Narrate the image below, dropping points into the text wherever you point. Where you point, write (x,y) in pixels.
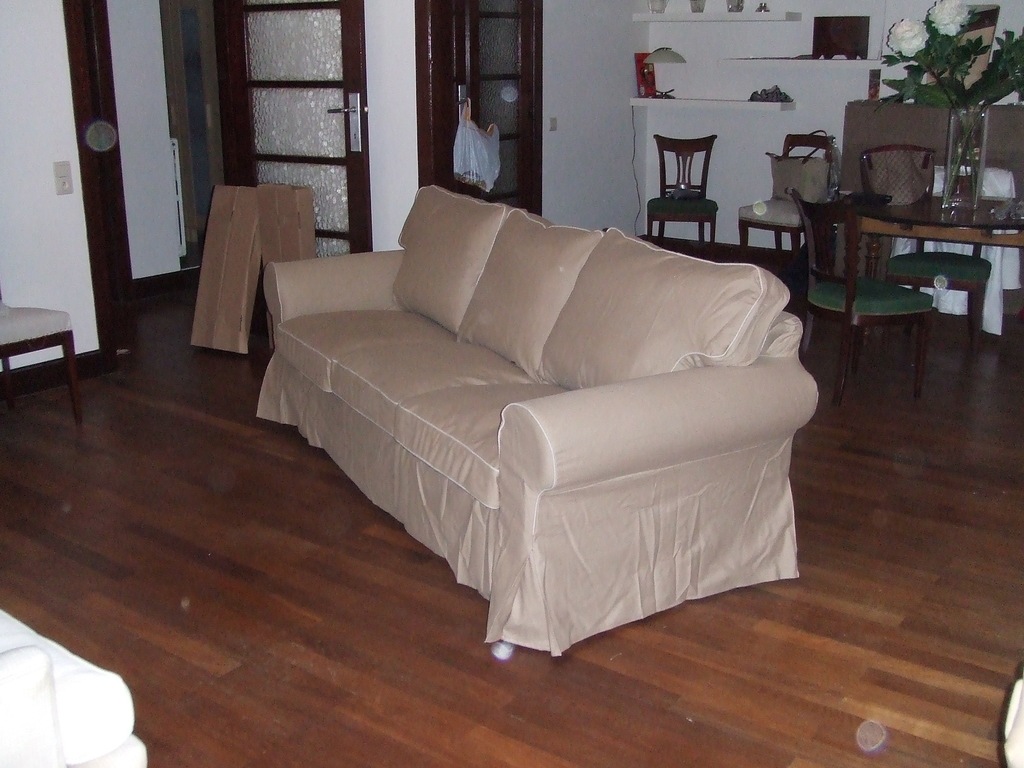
In this image i can see a couch (552,416), at the background (910,231) i can see, a dining table (919,213), a flower pot (971,152) on a table (972,224), a door (474,93) and a wall (555,107).
